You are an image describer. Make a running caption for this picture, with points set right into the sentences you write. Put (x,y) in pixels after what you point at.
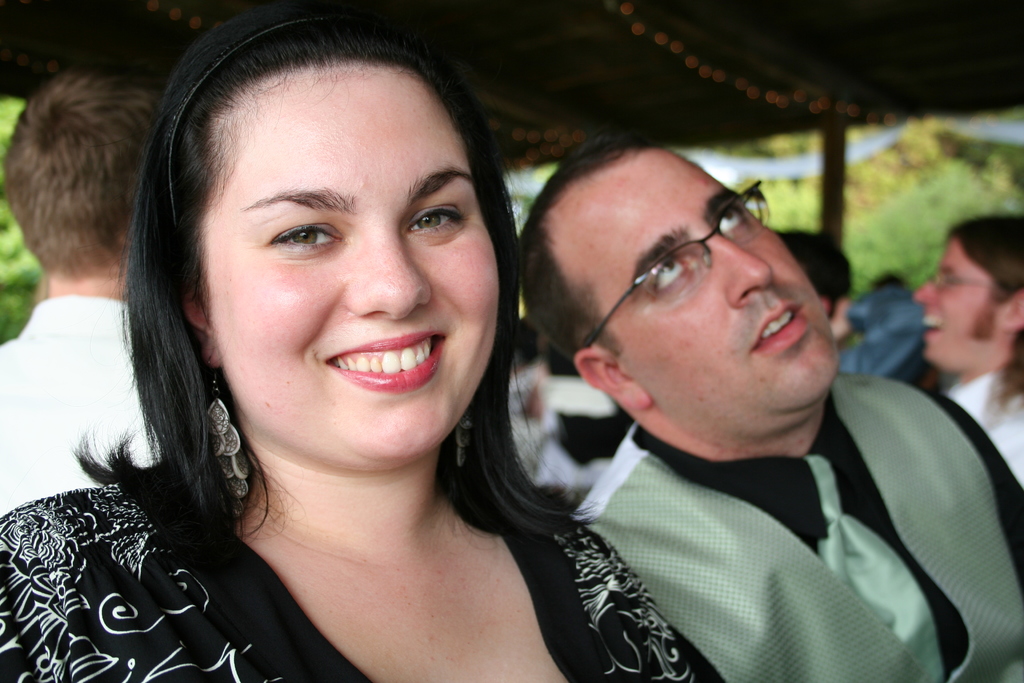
In this image there is a woman (420,144) with a smile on her face (387,438), beside the woman (454,421) there is another person (714,400), behind them there are few people (900,288), in the background of the image (915,289) there are trees (813,187).
